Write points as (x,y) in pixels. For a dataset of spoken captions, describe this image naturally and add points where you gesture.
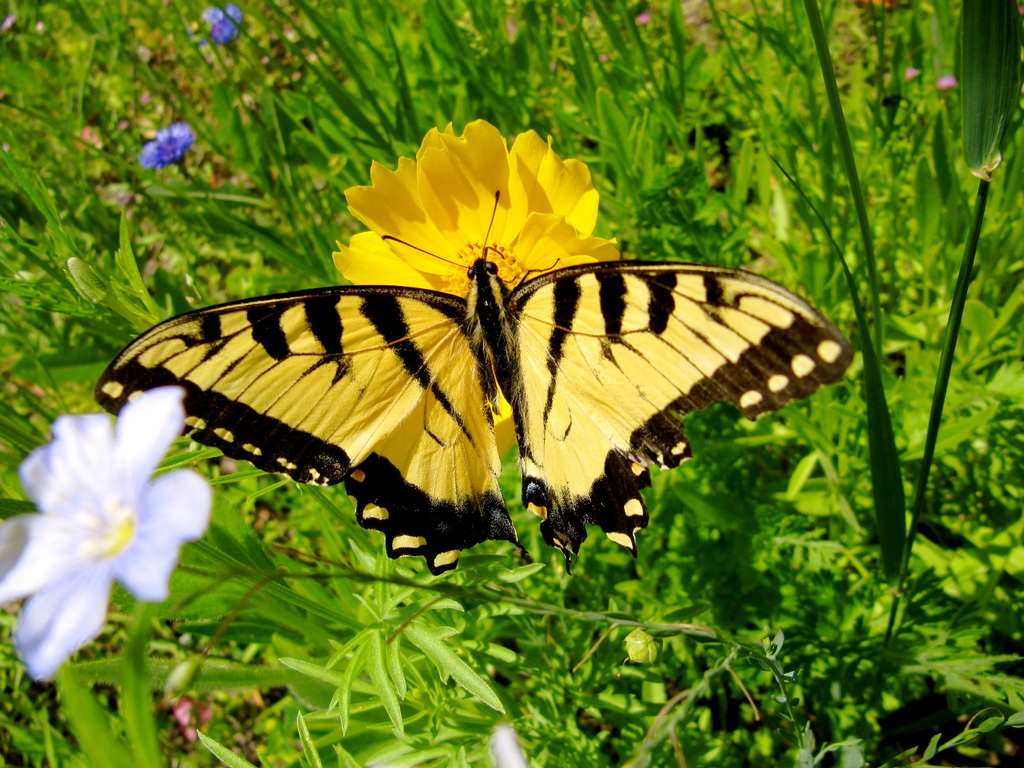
In this image I see the plants (100,318) and I see few flowers (522,200) which are of yellow, blue and purple in color and I see a butterfly (366,336) over here which is of yellow and black in color.
